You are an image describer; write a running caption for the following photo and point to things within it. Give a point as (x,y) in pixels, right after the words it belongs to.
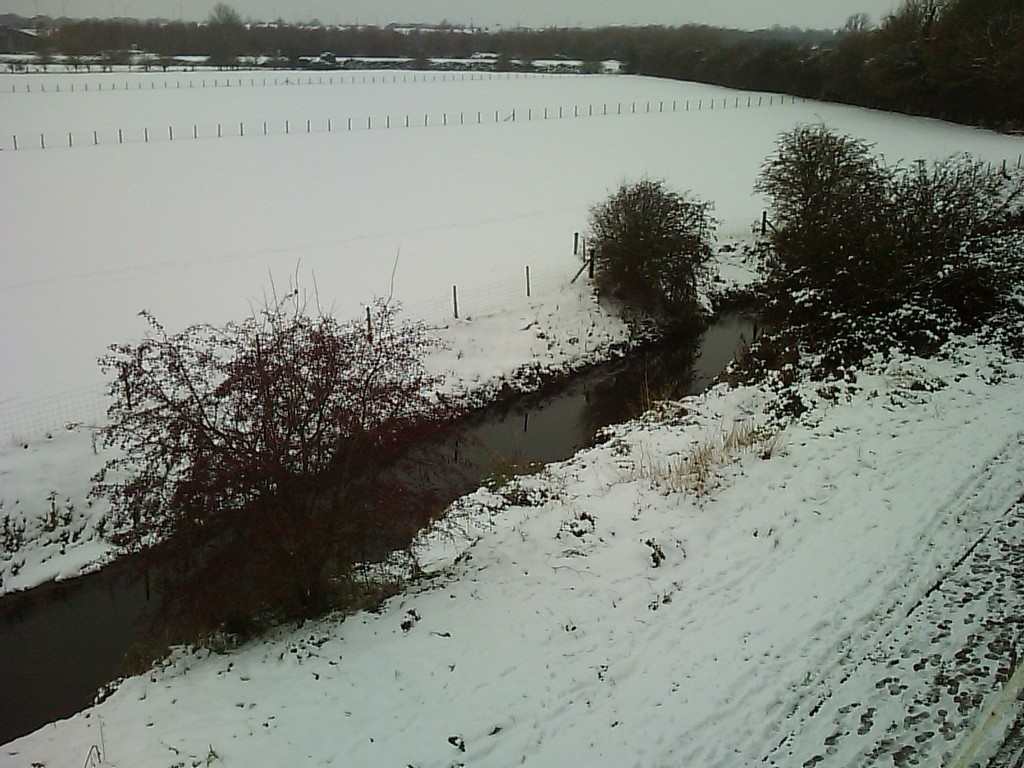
In this picture we can see trees (199,464) and snow (578,514).
